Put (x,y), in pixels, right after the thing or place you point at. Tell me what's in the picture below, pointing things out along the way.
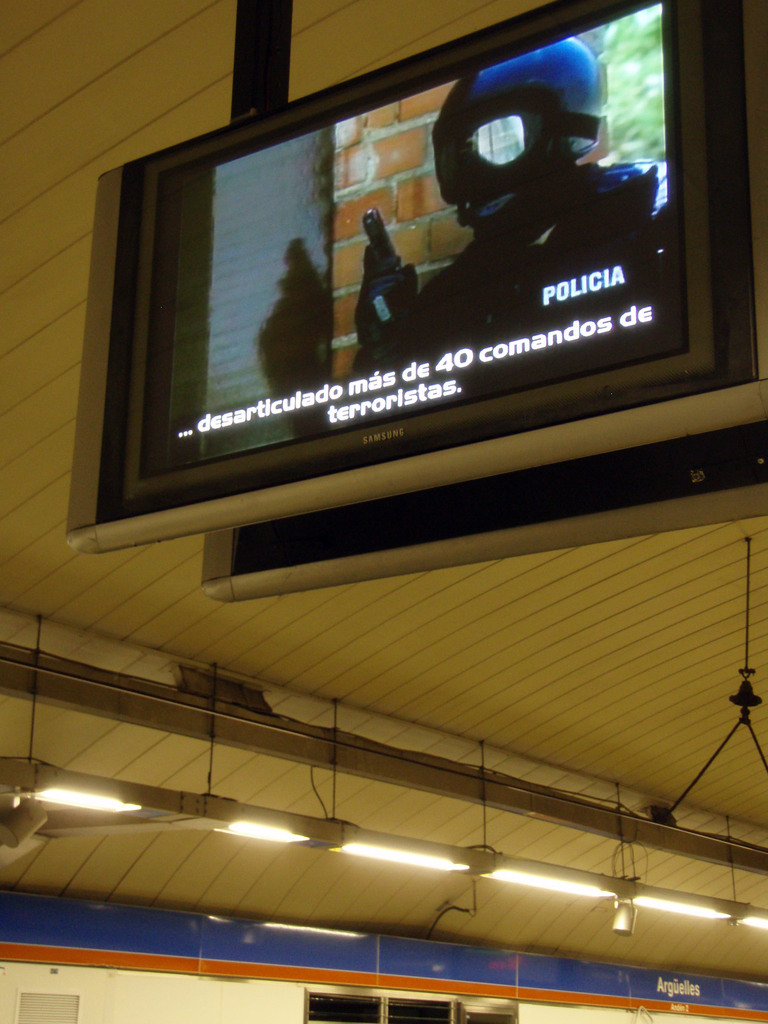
As we can see in the image there is a screen (432,348), lights (397,836), wall (194,930) and in screen (142,468) there is a man (505,268) wearing helmet (485,87) and holding pistol (383,246).
